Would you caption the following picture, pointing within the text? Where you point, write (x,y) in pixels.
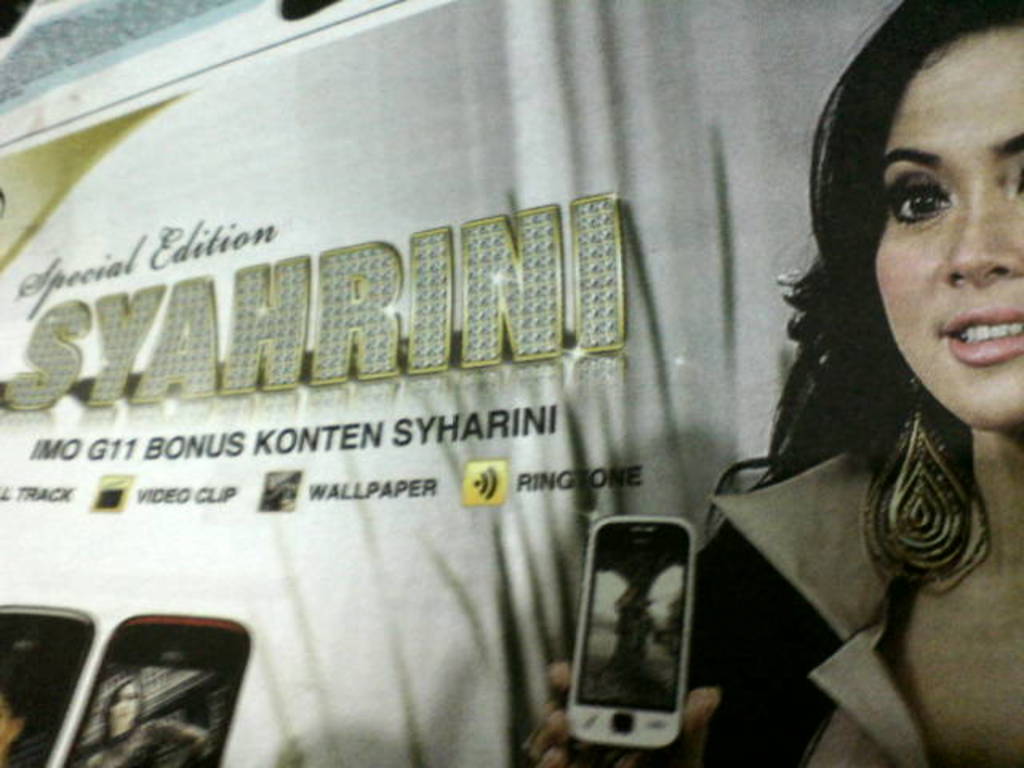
In this image there is a banner (219,628). On the banner (653,705) we can see a picture (872,665) of a lady (770,657) holding a mobile (632,663). On the left (180,342) we can see a text (257,387). At the bottom (238,684) there are mobiles (110,710).
